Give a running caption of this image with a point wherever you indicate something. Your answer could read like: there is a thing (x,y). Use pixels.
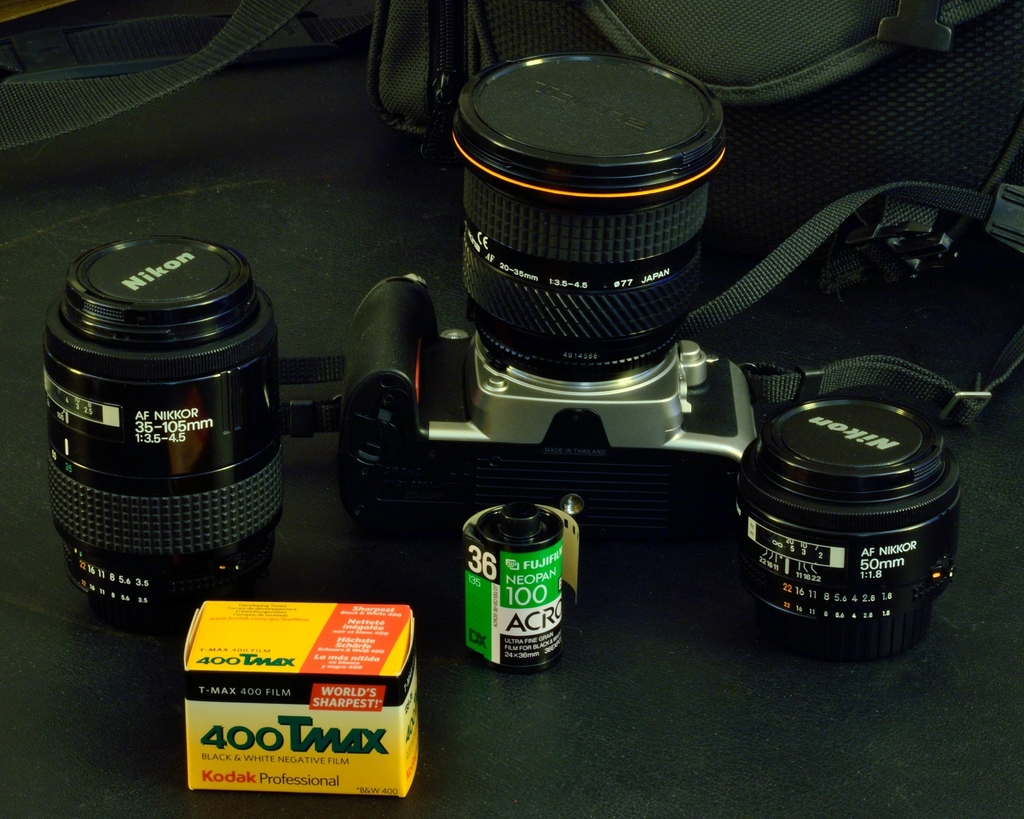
In this image, we can see the camera (549,362), film roll (532,619), lenses (64,524) and box (395,675) are on the black surface (690,754). At the top of the image (593,46), we can see the bag (555,45) on the surface (21,511).
